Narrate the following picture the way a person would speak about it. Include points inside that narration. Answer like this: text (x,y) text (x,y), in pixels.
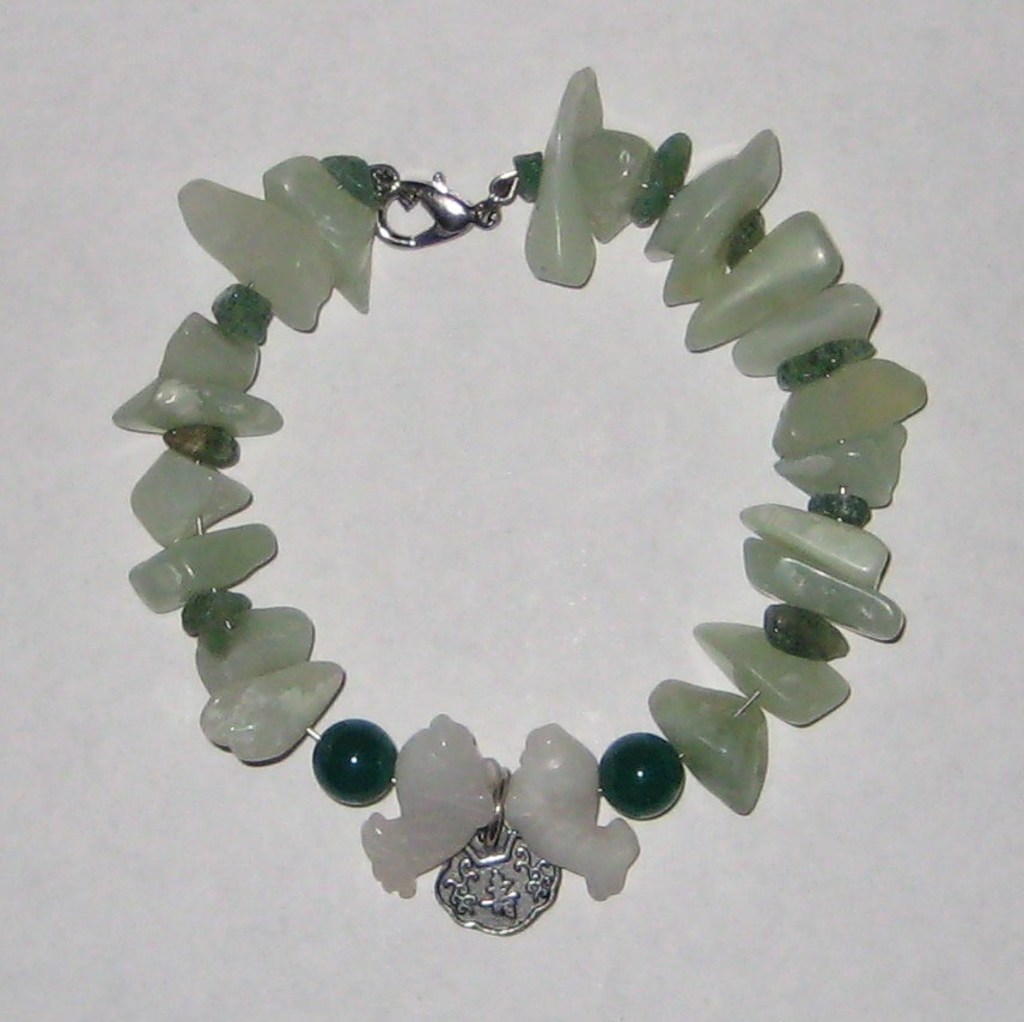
In this image there is a bracelet (428,776), the background of the image (957,32) is white in color.
